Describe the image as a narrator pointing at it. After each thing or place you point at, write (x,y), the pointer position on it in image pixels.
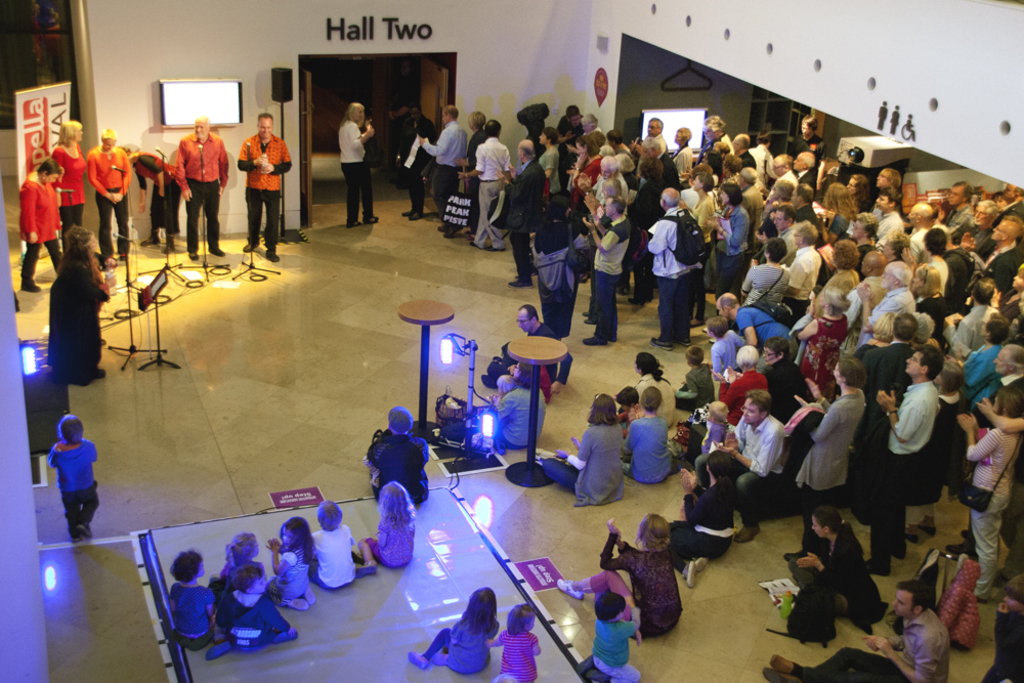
In front of the image there are a few people (742,449) sitting on the floor (710,302) and there are a few people (709,233) standing. There are tables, lamps (489,427), mike stands (244,264). In the background of the image (175,117) there are televisions (182,104), board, mike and some other objects (285,102). There is an open door (381,127). There are some letters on the wall (332,51).
